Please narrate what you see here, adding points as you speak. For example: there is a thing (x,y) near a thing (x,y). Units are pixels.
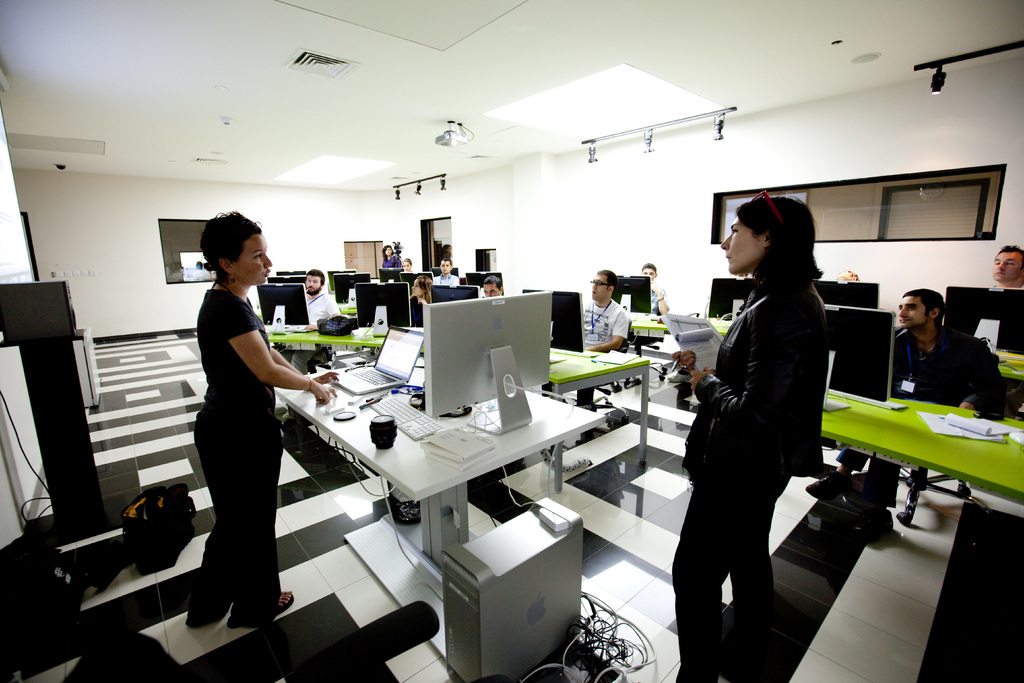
In this picture we can see two persons (694,563) are standing on the floor (649,593). And some persons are sitting on the chairs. These are the tables (1011,491). On the table (410,451) there is a laptop (396,365), monitor (436,384), and keyboard (396,400). And on the background (132,245) there is a wall (132,245). And these are the lights (378,165).
